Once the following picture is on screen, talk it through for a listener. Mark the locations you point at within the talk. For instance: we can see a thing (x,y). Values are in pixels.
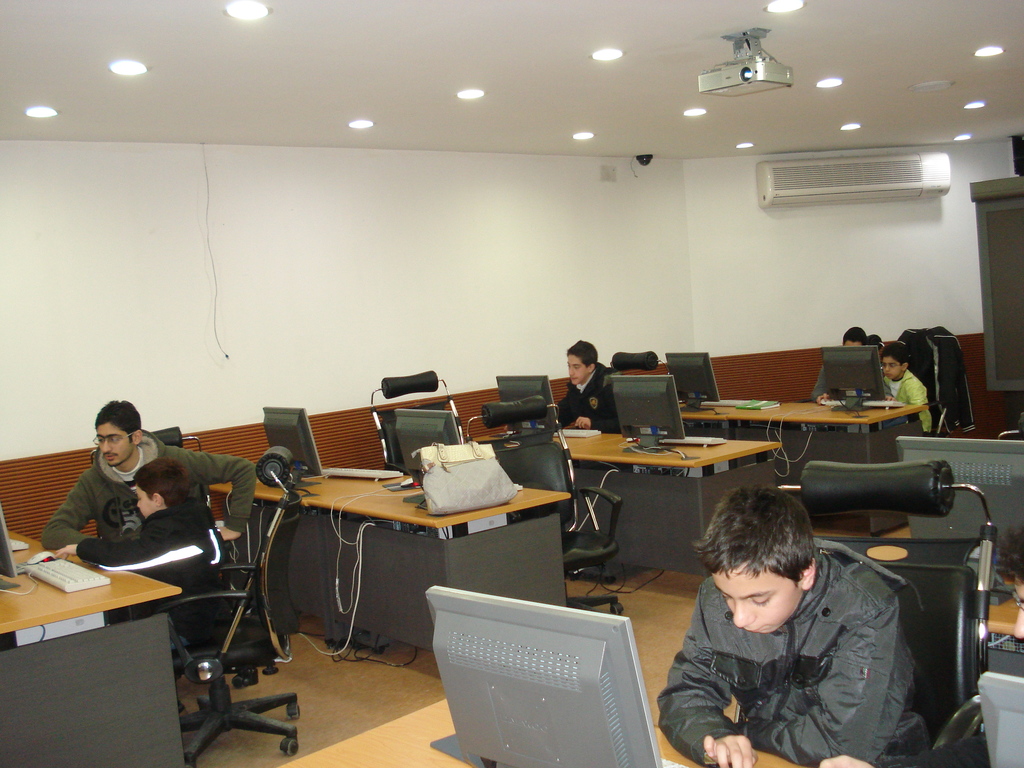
There are six people (178,495) sitting on the chairs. This is a desk (368,501) with a handbag (446,504) on it. There are few computers (659,411) on the desk (435,523). This is a keyboard (55,575). These are the ceiling lights (250,16) attached to the rooftop (271,43). This is a projector (782,71) attached to the rooftop (775,101). This is a air conditioner (843,182) attached to the wall (937,272).
